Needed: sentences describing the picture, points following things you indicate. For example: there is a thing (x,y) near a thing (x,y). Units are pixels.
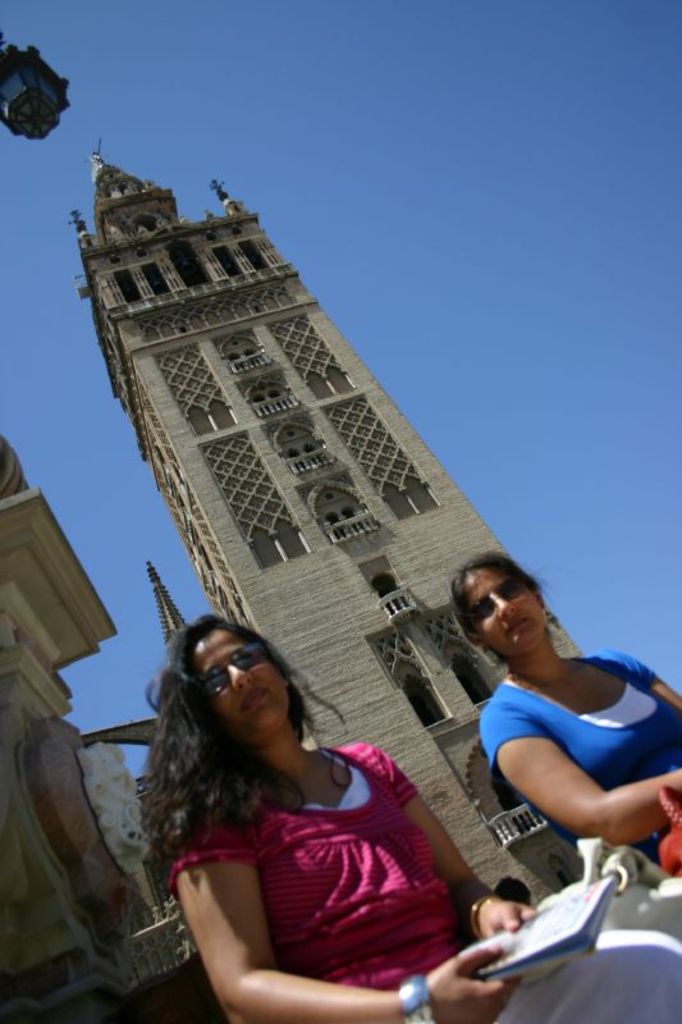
In this image, I can see the buildings (262,472) and two women (654,770) sitting. In the background (431,135), there is the sky (193,119).
